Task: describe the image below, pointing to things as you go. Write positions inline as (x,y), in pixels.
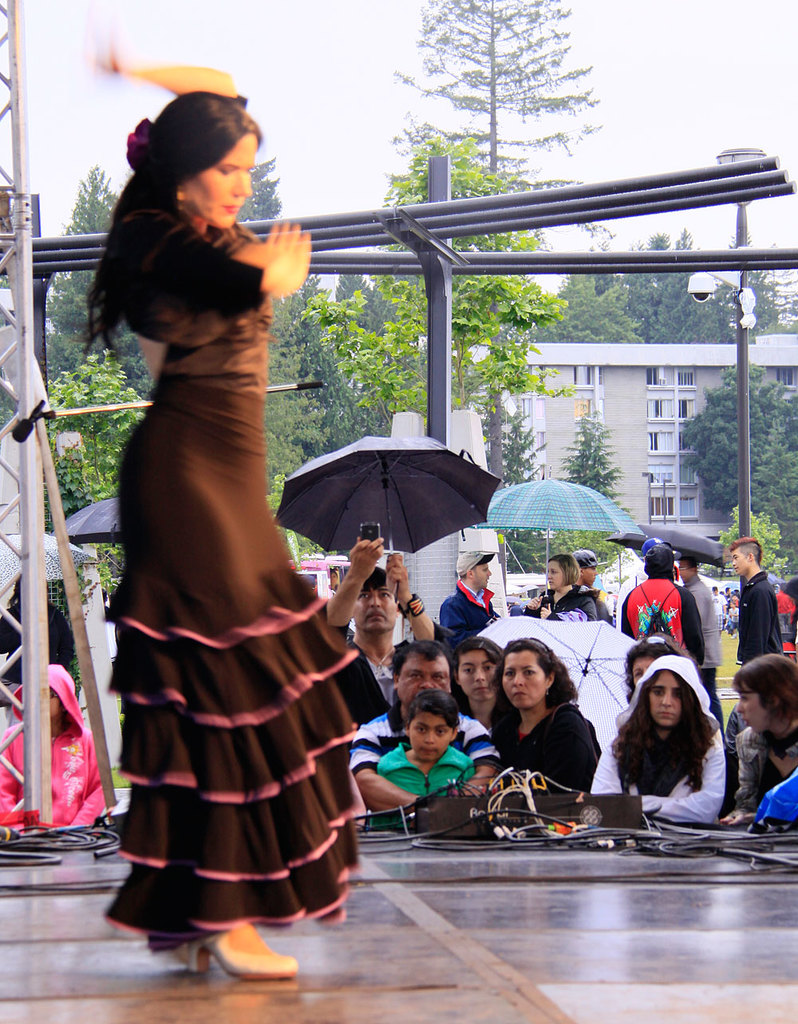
In this picture I can see a woman (137,746) dancing. There are group of people (69,813) standing and holding umbrellas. I can see cables (638,837), mike stand (19,425), truss (23,332) and some other objects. I can see a building (531,358), trees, and in the background (377,147) there is the sky (377,147).
